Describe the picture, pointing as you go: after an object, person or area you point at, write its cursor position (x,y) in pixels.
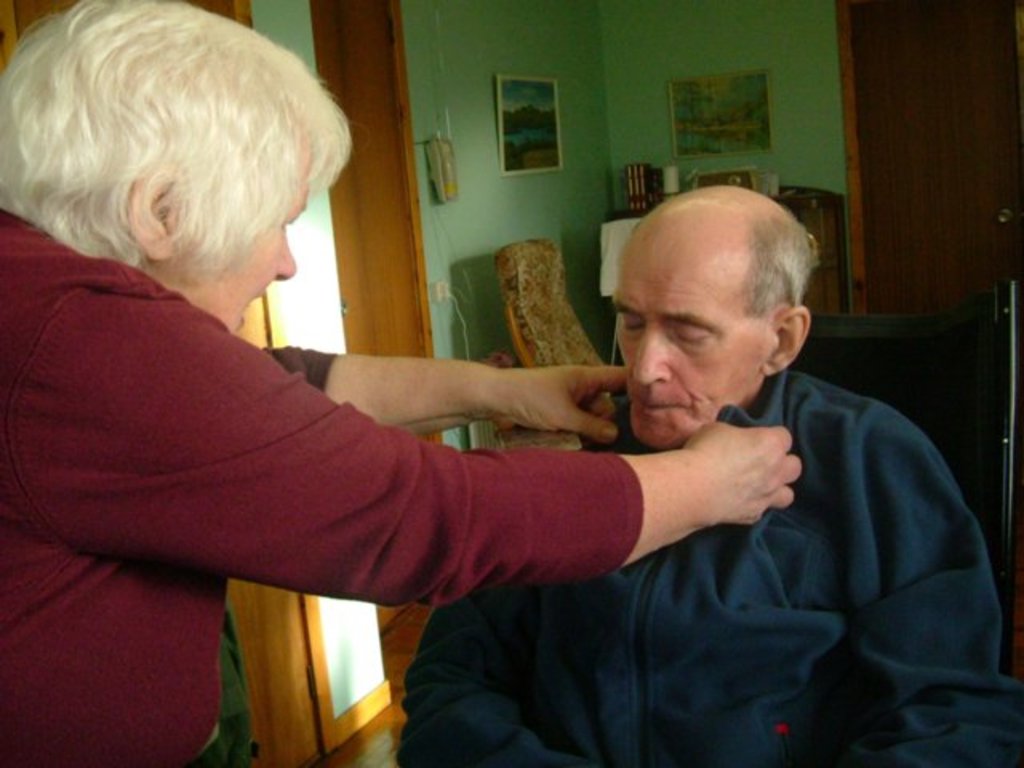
In this image we can see a man (763,344) and a woman (333,469). On the backside (551,168) we can see a telephone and photo frames (510,157) on a wall (562,151), a door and some chairs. We can also see some books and a bottle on the table (786,196).
